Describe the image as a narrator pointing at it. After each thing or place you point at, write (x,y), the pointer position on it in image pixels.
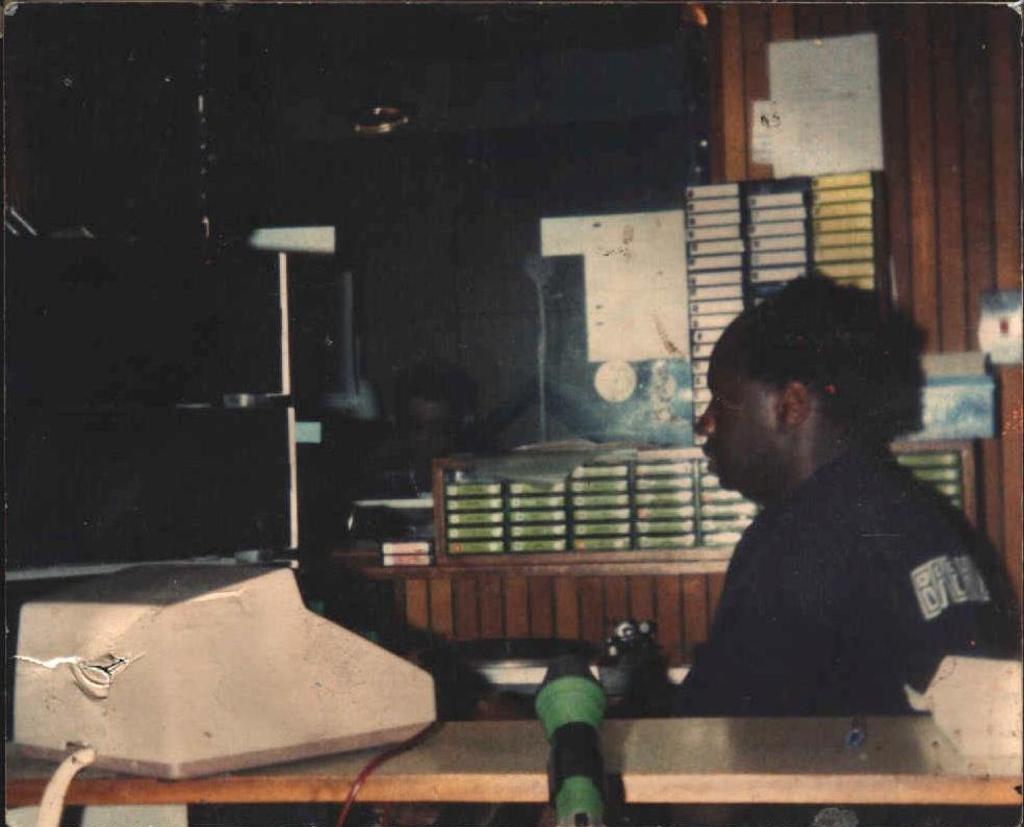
In this image I can see a person (835,497), machine (85,702) and few objects (617,630). Back I can see the brown wall (974,170) and the image is dark.
